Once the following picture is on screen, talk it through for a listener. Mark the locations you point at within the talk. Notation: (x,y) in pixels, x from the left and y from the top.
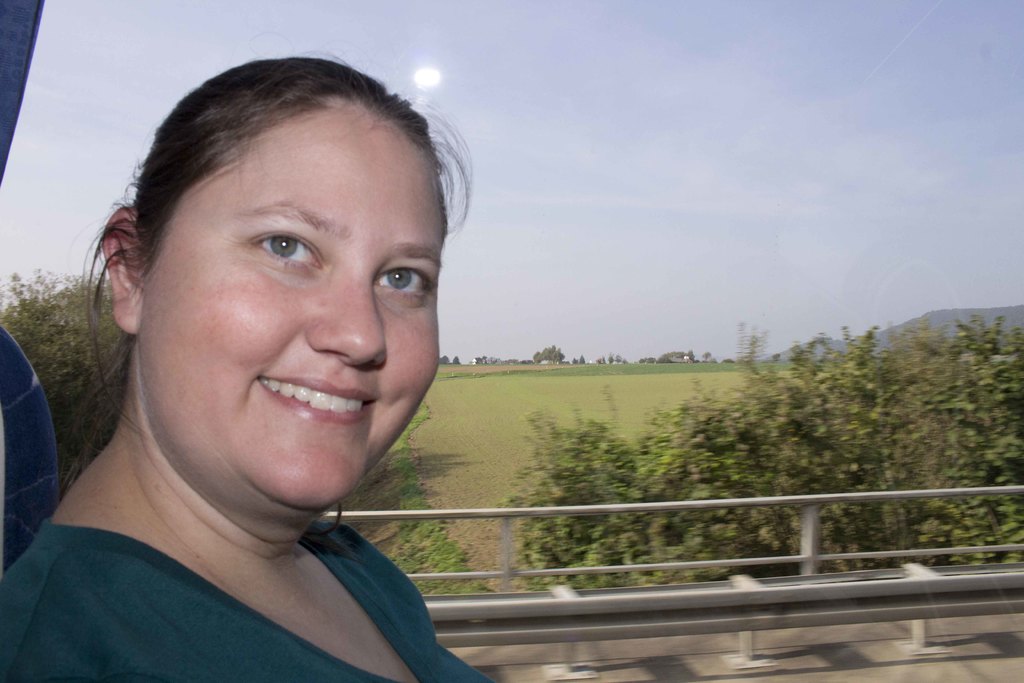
In the foreground of this picture (221,510), there is a woman (217,457) sitting and having smile (309,386) on her face (357,382). In the background (831,408), through glass (782,311) we can see plants (712,415), grass (572,387), trees (978,334), mountain (939,327) and the sky (756,200).
